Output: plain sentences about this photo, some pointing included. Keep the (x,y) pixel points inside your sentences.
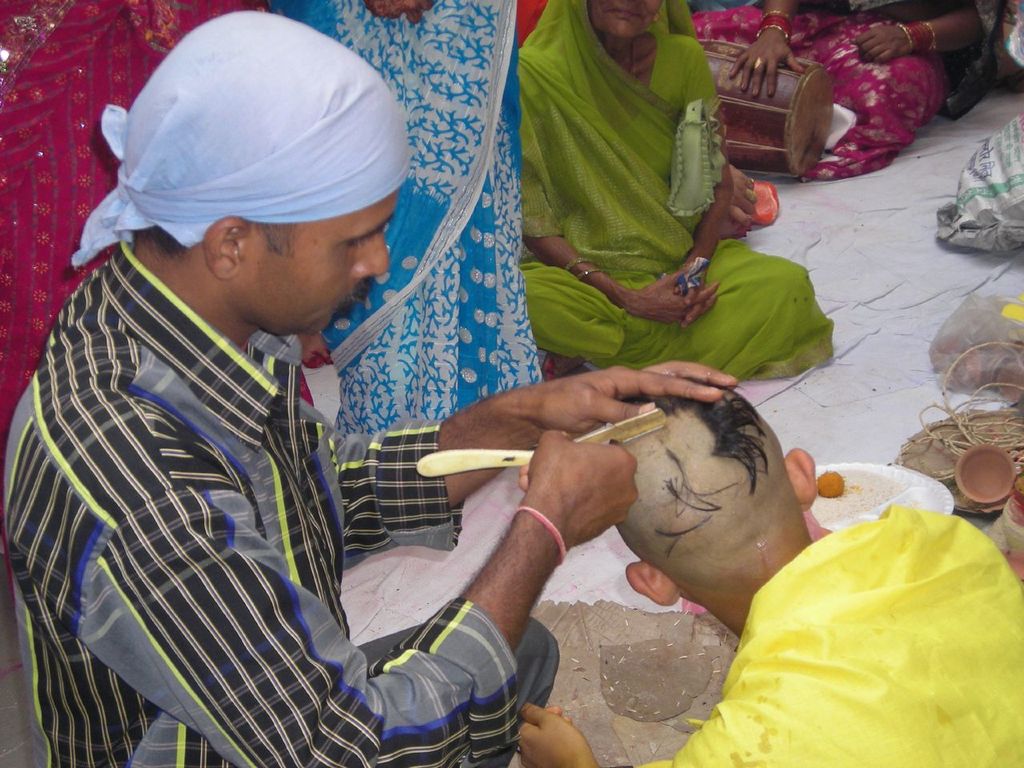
In this image I can see number of people (680,266) where few are standing and few are sitting. In the front (301,625) I can see one man (242,447) is holding a salon razor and I can also see a handkerchief (193,212) on his head (148,235). On the right side of this image (943,459) I can see a plate (852,472), a basket (966,497), a bag (974,365) and few other stuffs (981,457). On the top right side of this image (786,69) I can see a musical instrument (777,78).
